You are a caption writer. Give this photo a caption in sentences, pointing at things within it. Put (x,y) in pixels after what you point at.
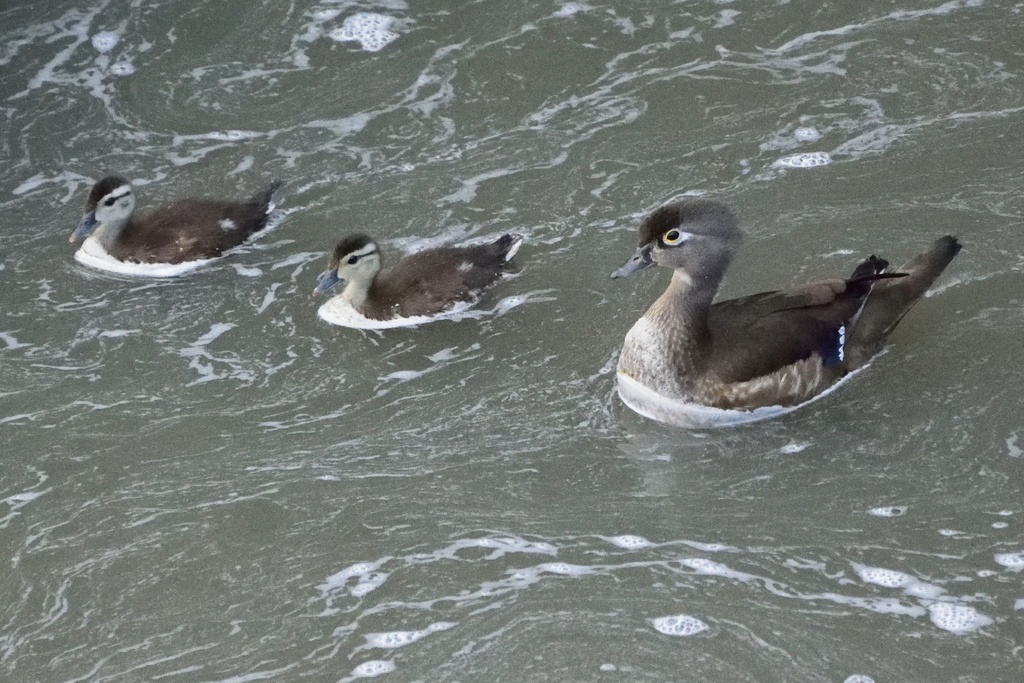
In this image, I can see three ducks (652,349) in the water (221,344). This looks like a foam (370,20) floating on the water (770,581).
